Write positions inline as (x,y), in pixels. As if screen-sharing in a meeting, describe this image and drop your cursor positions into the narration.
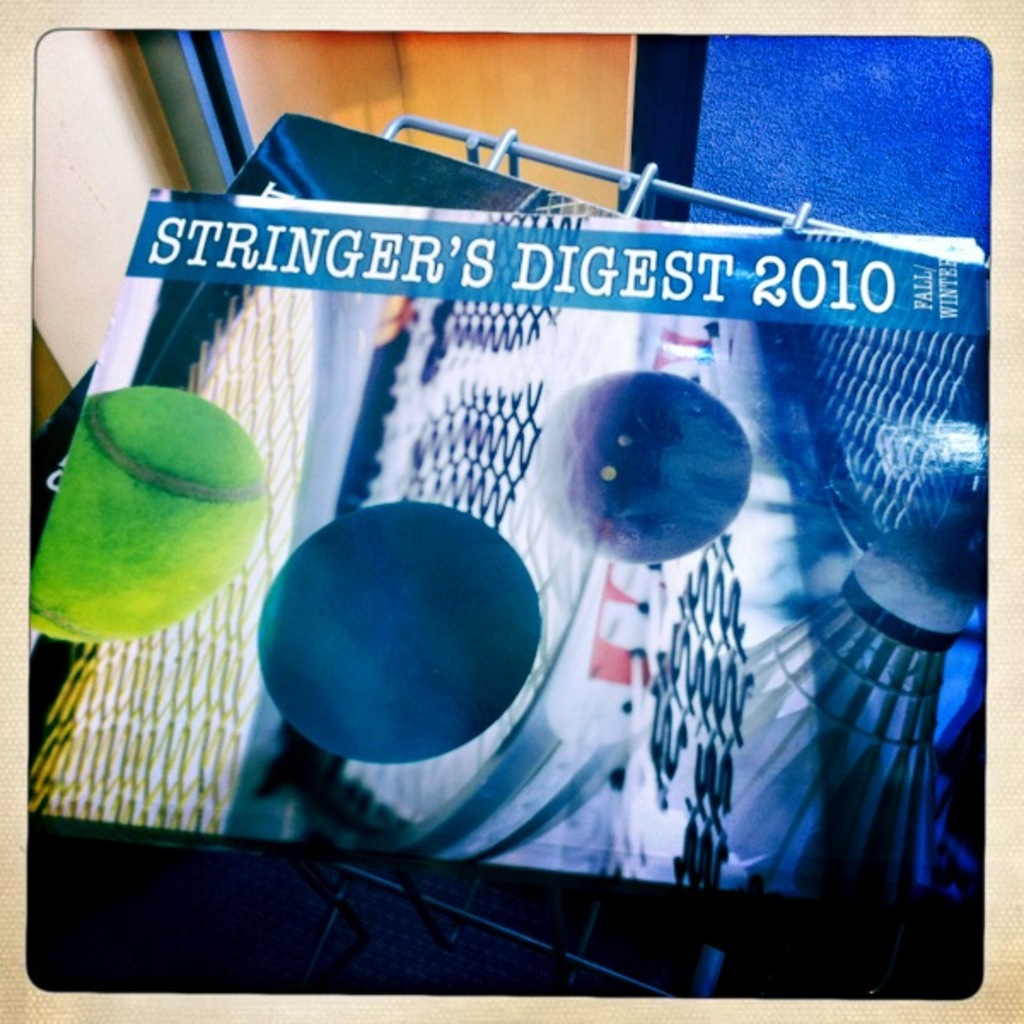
In the image we can see a stand (536,148), on the stand (517,152) we can see some papers (540,221). At the top of the image (614,64) we can see wall (87,87).
